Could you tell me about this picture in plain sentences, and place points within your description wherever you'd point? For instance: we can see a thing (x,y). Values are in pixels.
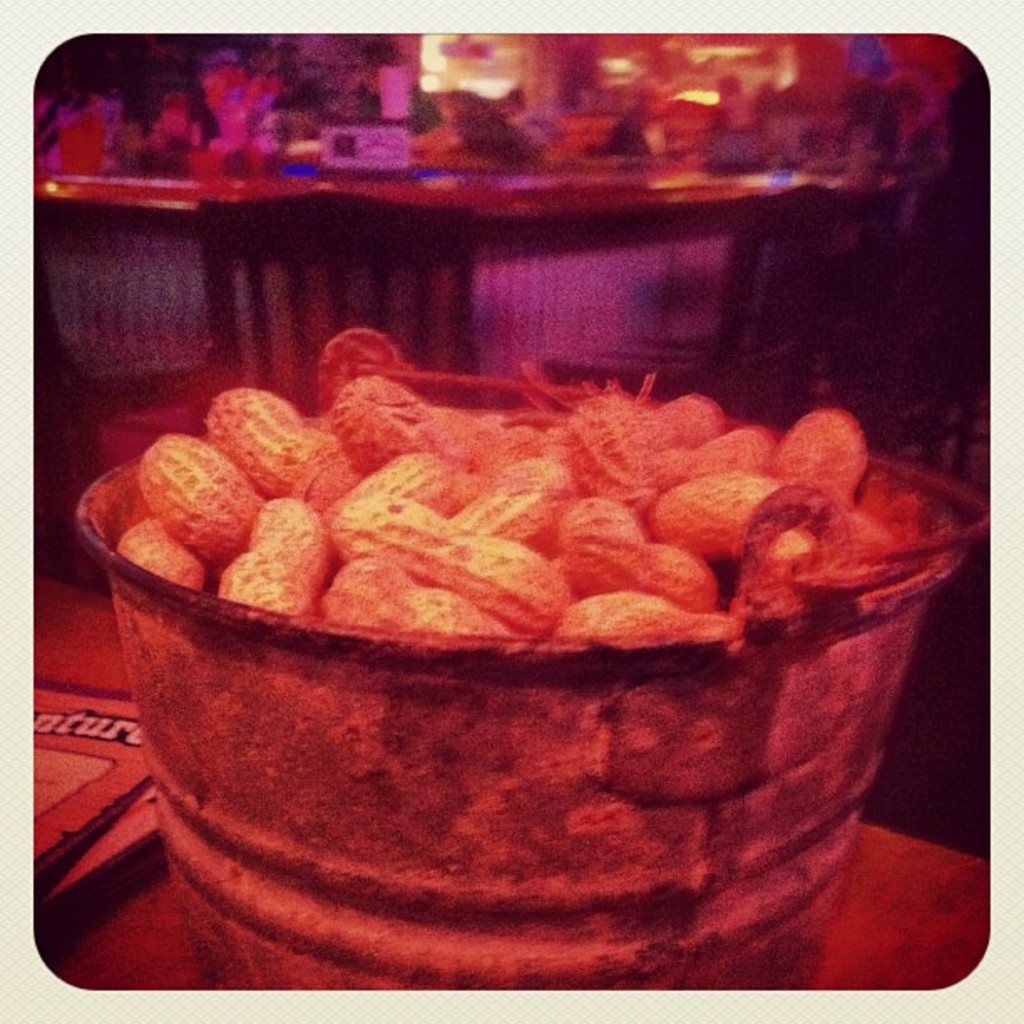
In the center of the image (543,450) we can see groundnuts (459,485) in a bucket (638,736) placed on the table (849,889). In the background (296,212) we can see objects (376,157) on table (679,219) and chairs (256,298).
